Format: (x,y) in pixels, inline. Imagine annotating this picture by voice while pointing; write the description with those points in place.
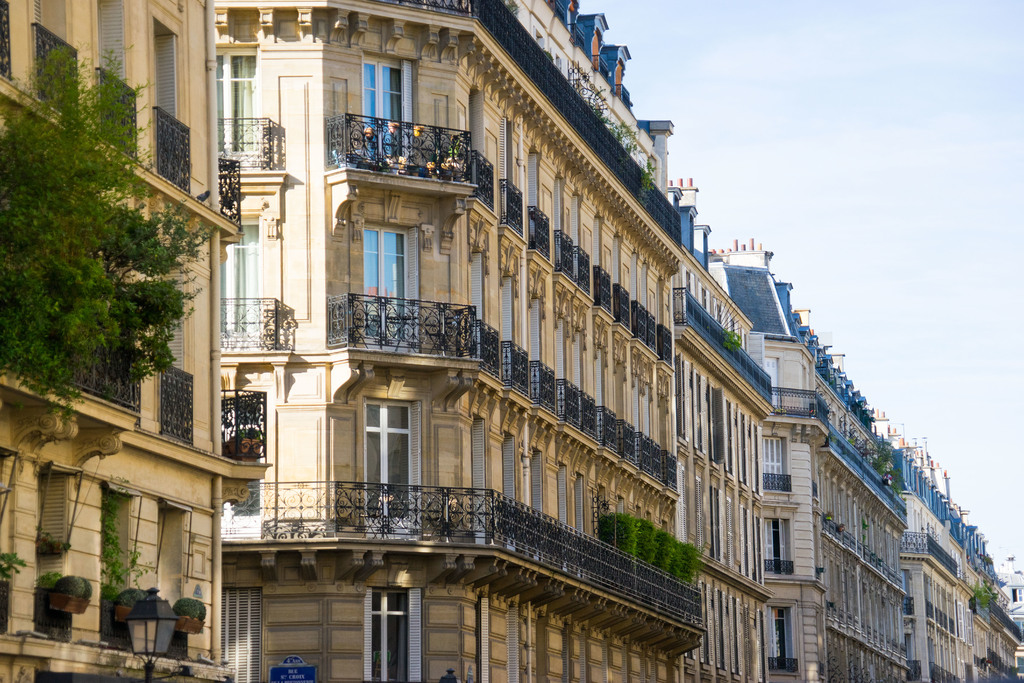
In this image there are buildings (396,463) and we can see plants (121,577). At the bottom (282,678) there is a board (297,674). In the background (757,135) there is sky (790,138).
